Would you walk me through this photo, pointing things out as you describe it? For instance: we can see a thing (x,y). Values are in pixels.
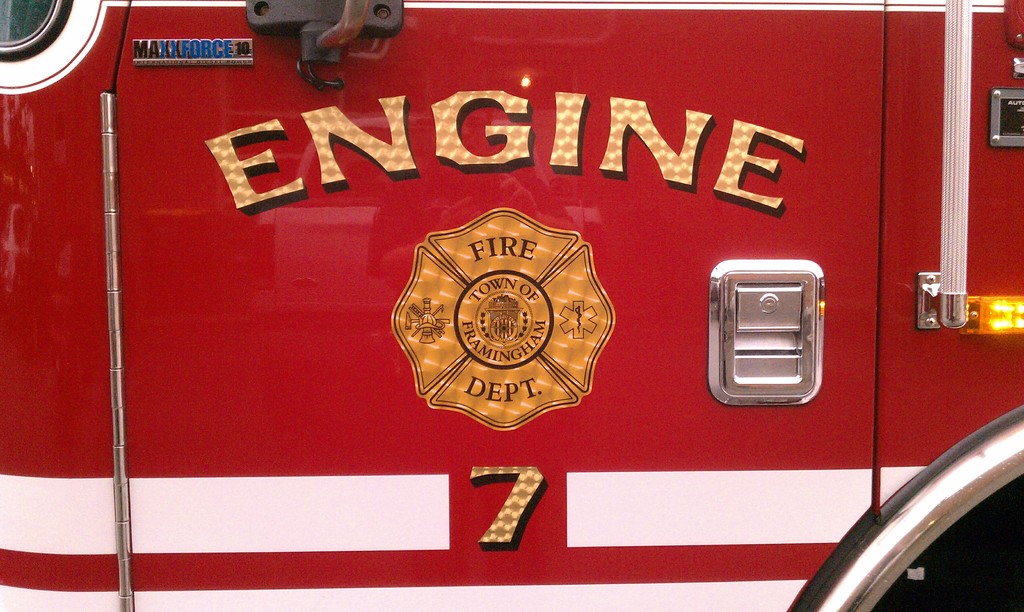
In this image I can see a vehicle (296,434) in red color and I can also see something (518,127) written on the vehicle (506,267).
